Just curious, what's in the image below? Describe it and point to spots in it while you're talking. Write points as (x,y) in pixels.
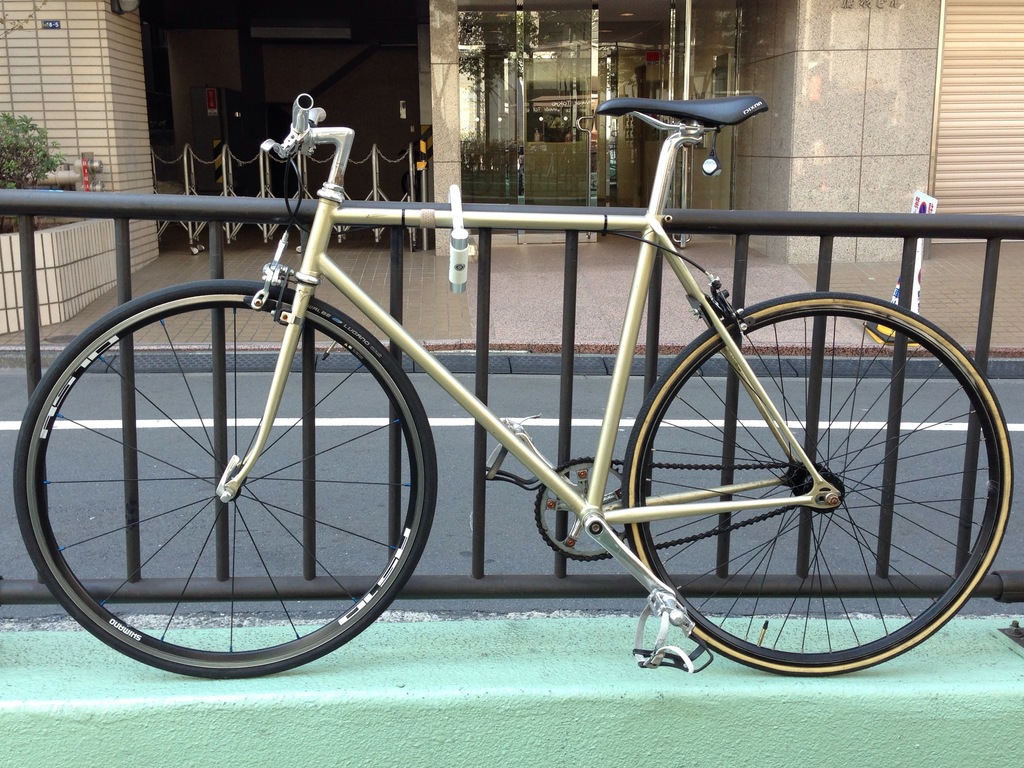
In the center of the image (391,474) there is a fence (394,480) and cycle (370,623) on the wall (497,626). In the background (693,40), there is a building (938,146), glass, plant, road (385,460) and a few other objects (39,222).
